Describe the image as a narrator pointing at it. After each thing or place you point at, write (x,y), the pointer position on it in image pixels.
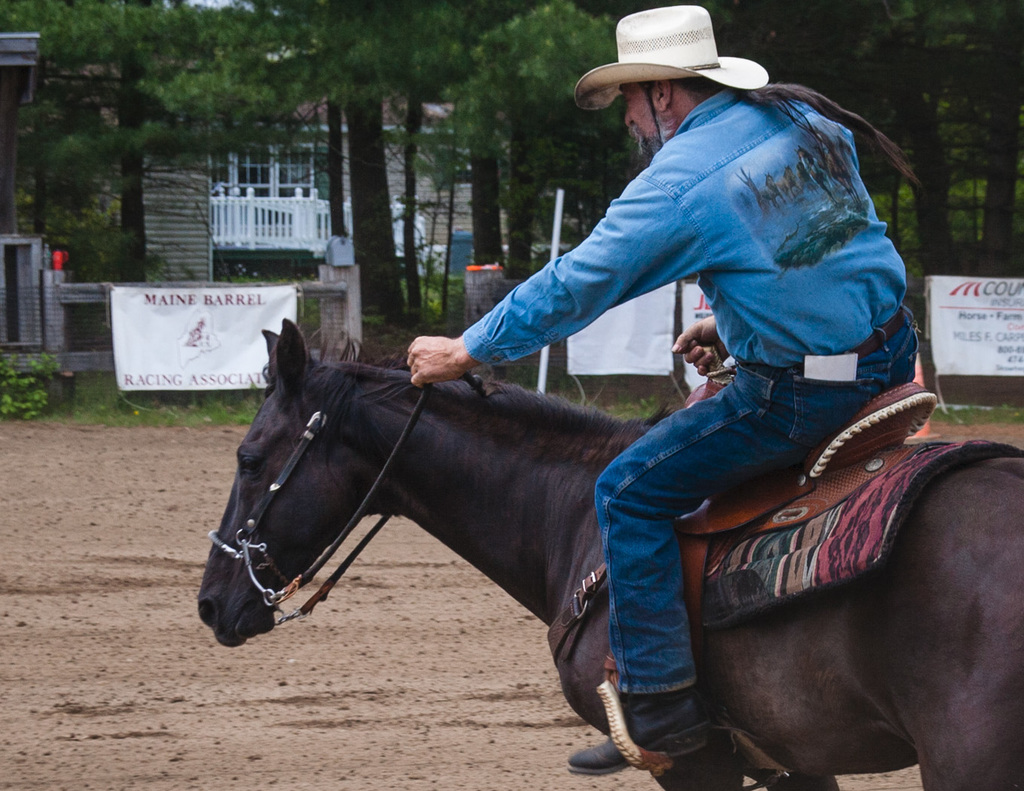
In this image, I can see the man (673,500) riding the horse (496,504). These are the banners (208,308). I can see the trees (396,83). In the background (278,189), that looks like a building (277,186) with the windows (265,190).
